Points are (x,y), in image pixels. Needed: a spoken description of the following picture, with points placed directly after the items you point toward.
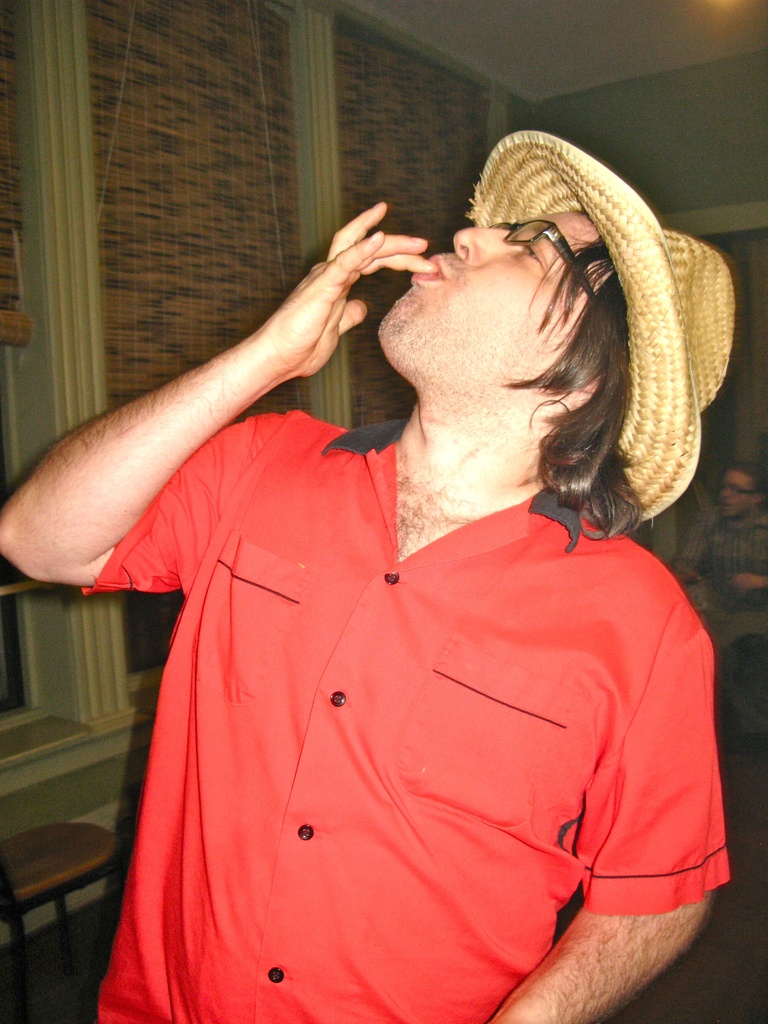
In this image we can see a man (592,788) standing wearing a hat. On the backside (57,926) we can see a wall (135,725), window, chair (36,889), a person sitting and a roof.
